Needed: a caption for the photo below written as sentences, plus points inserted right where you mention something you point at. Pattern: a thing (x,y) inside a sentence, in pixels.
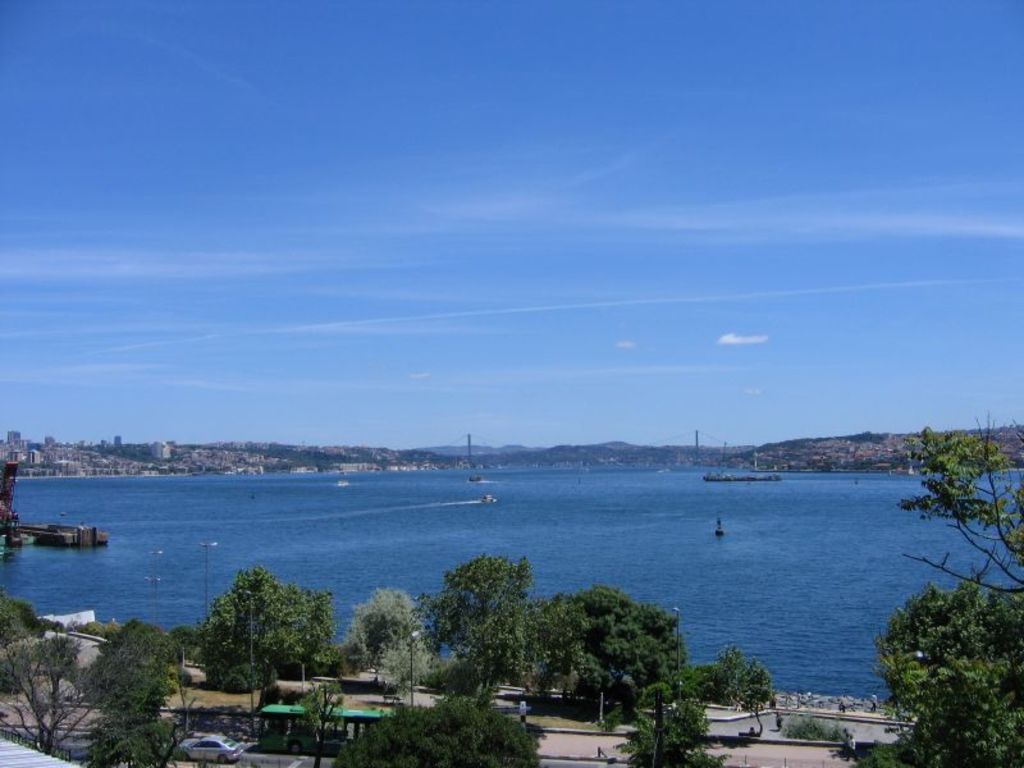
In this picture there is a beautiful view of the lake (738,532). In the front (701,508) there is a lake water (666,500) and white color boats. In the background (114,464) there are some houses (120,472) and trees (266,468). In the front (394,605) we can see some trees (421,732) and green color bus (282,751) moving on the road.
